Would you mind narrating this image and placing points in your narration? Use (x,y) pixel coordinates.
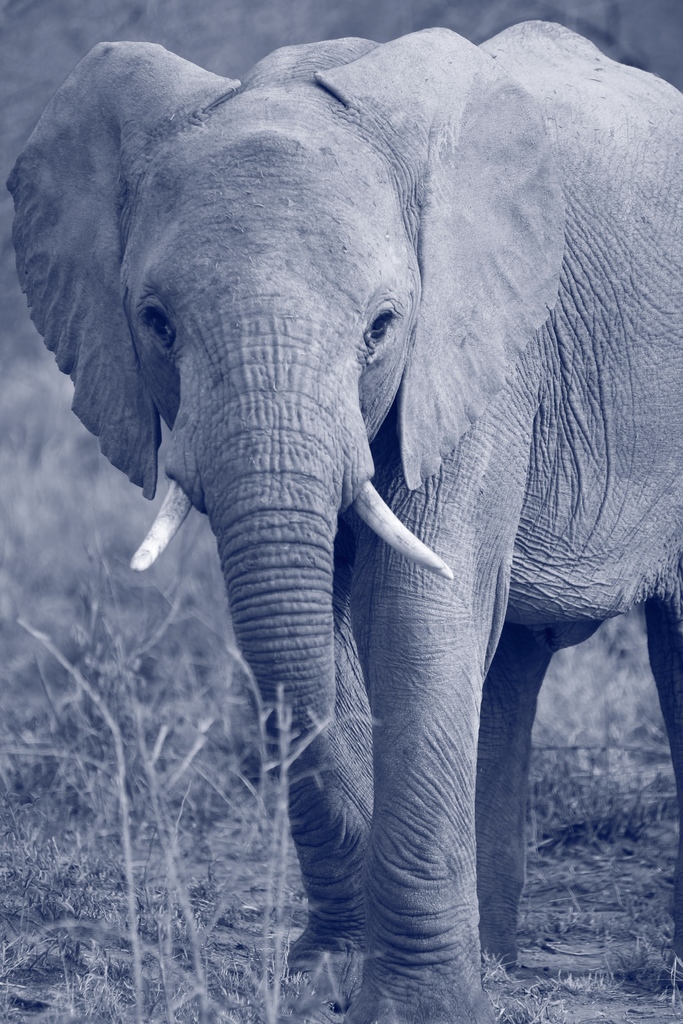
This is black and white image. We can see an elephant (141,563) on the grassy land (95,832).
